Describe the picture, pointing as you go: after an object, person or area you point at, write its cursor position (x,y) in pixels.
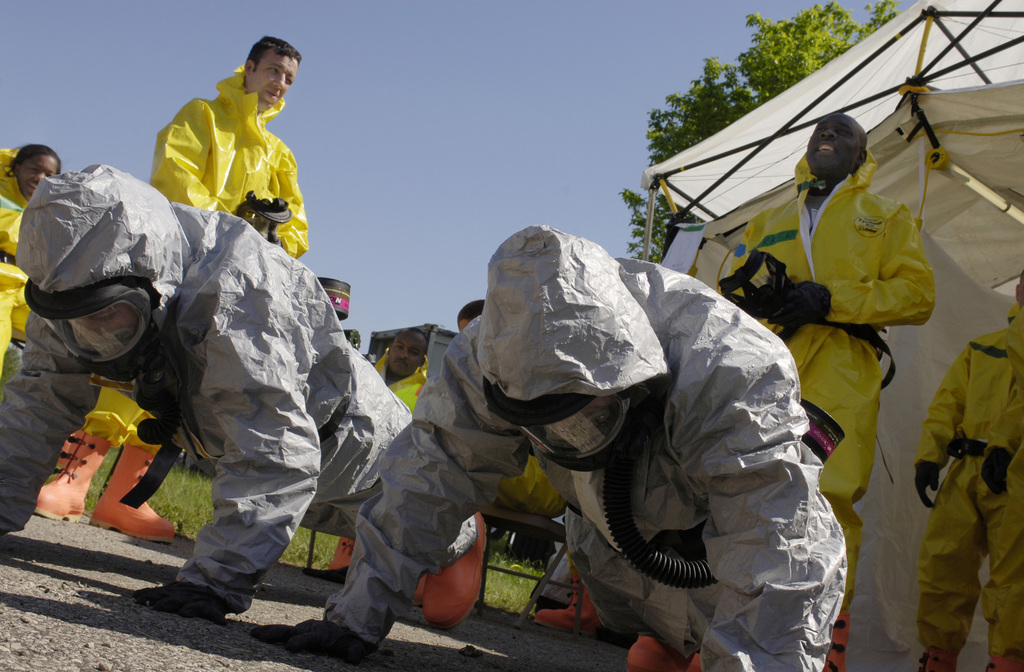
There are two persons (683,352) in gray color dresses (610,331) doing push-ups on the road (219,628). In the background (1002,383), there are persons (801,312) in yellow color dresses (230,119) standing, there are persons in yellow color dresses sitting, there is a tent (974,105), tree (661,140) and blue sky (482,65).
